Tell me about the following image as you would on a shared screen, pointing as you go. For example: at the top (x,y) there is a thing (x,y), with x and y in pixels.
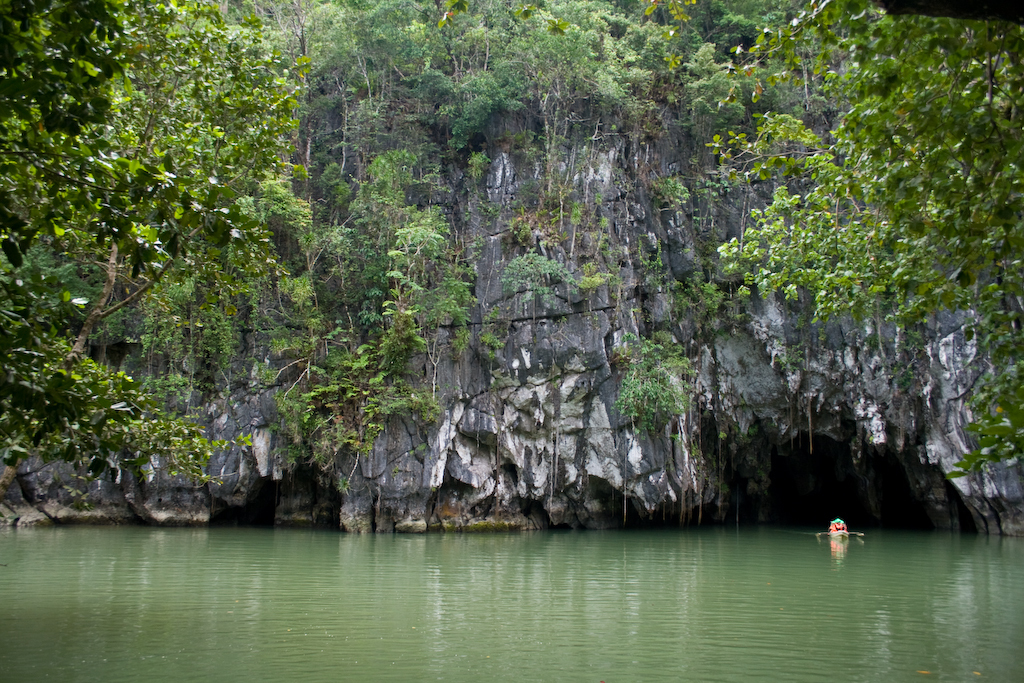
In this image I can see the hill (474,346) and at the bottom (582,616) there is the lake (443,616) and at the top of the hill (594,213) I can see trees (247,156).
